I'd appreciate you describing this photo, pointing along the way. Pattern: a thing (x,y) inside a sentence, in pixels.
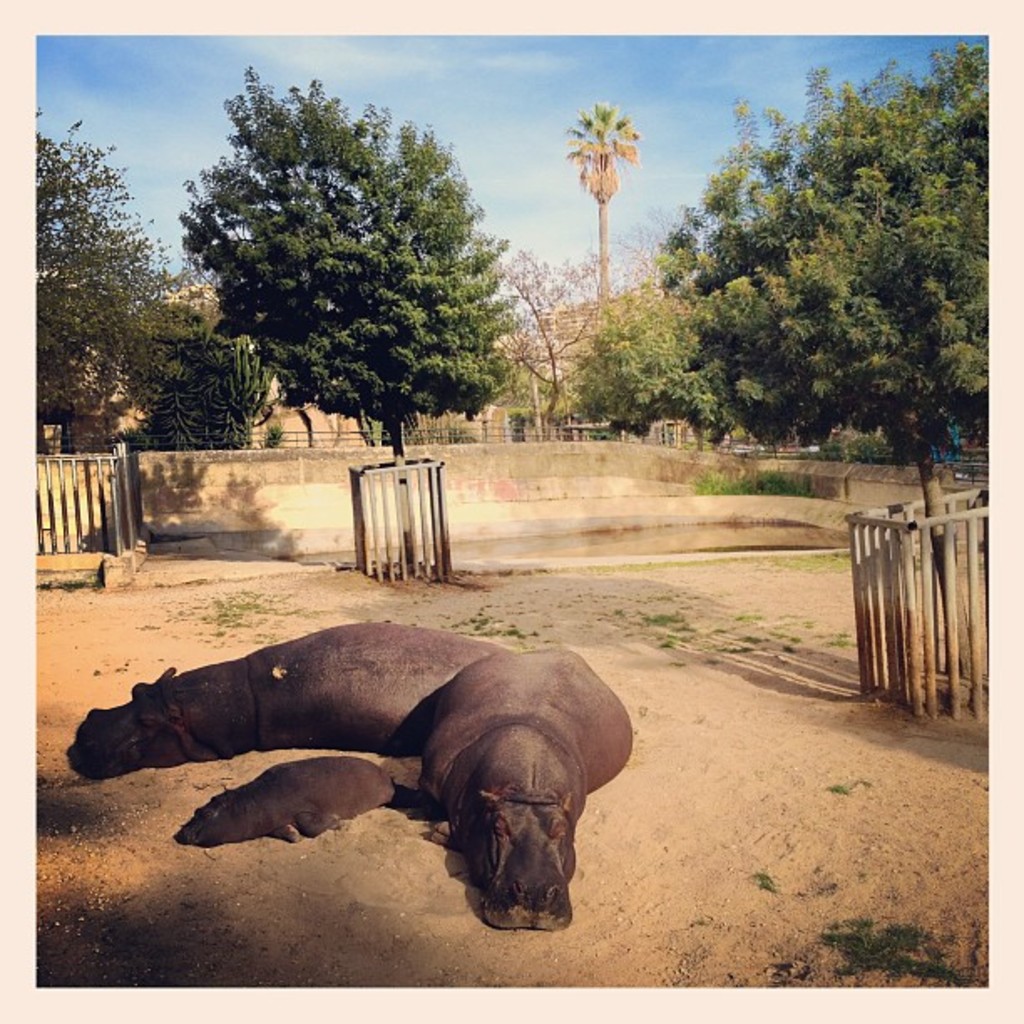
This picture is clicked outside. On the left (154,693) we can see the group of animals (357,763) seems to be lying on the ground (519,957) and we can see the wooden sticks (931,560) and the trees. In the background (506,110) there is a sky (497,98) and the trees (602,260).
